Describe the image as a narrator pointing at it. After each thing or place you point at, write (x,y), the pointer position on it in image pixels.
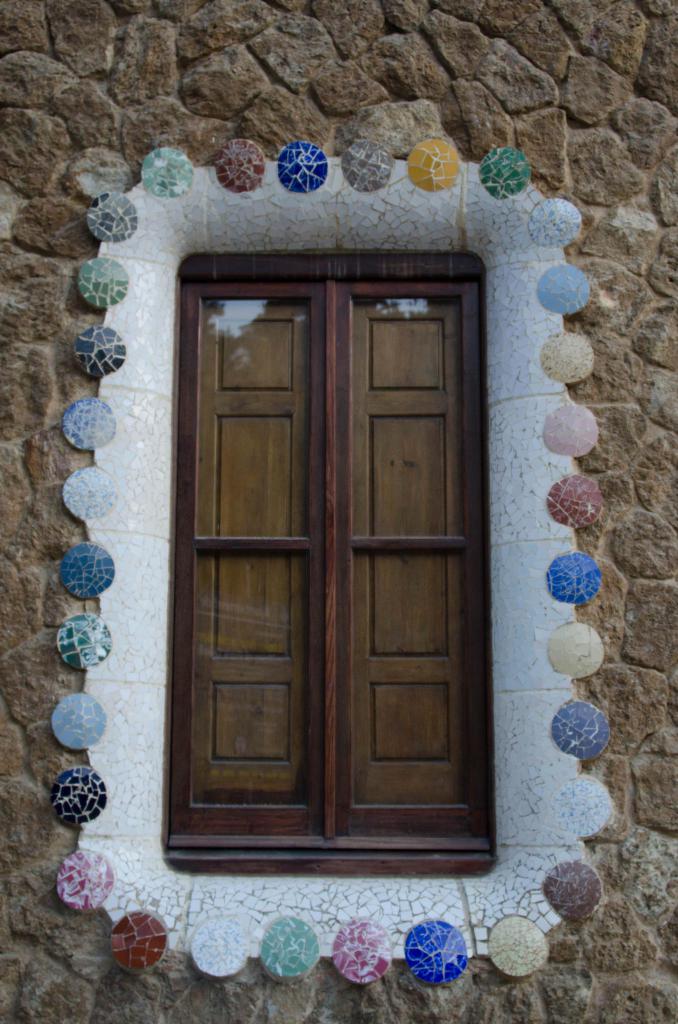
In the picture I can see a glass door (269,622) which has few decorative objects (224,154) of different colors around it on a brick wall (372,35).
